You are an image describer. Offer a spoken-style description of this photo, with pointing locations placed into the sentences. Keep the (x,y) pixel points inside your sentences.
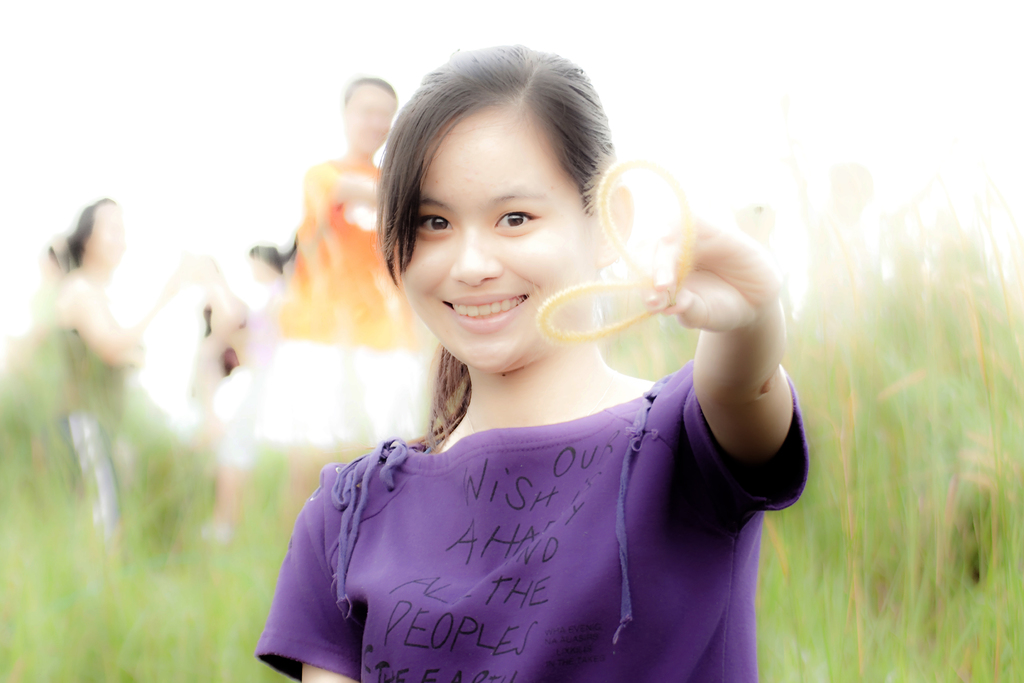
In this image I can see a girl (652,436) holding an object (634,288). There are plants (241,589) and other people (337,290) at the back (866,592).
